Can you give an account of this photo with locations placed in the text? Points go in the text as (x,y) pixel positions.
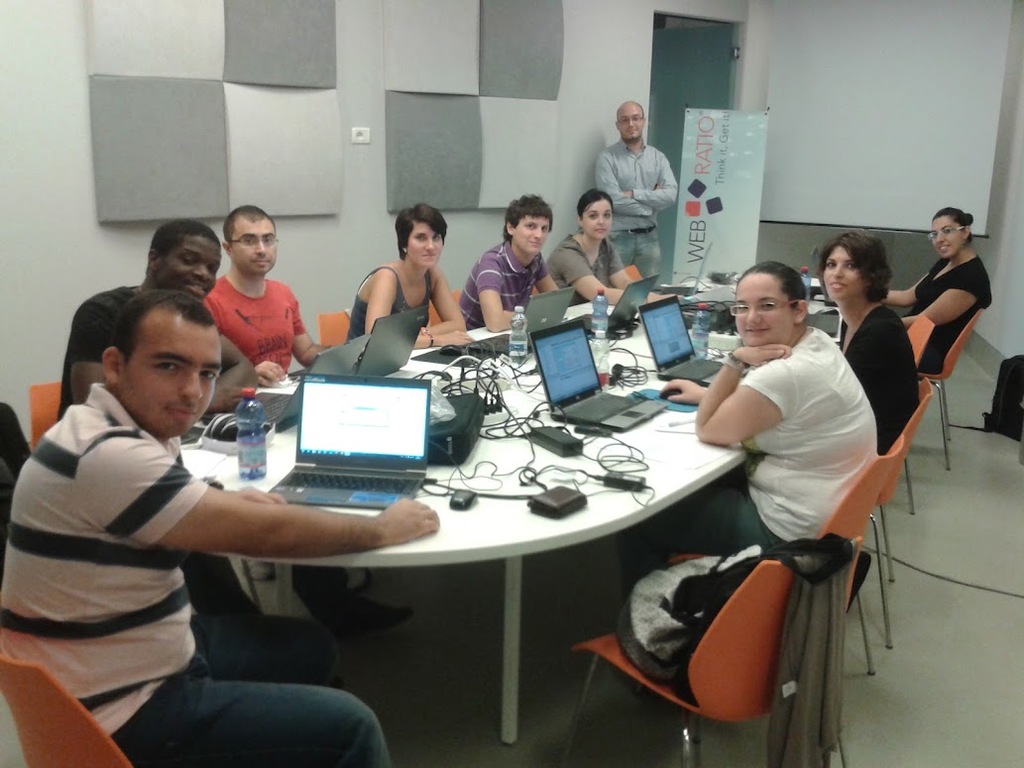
In this image we can see a few people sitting on the chairs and also we can see a person (643,232) standing and wearing spectacles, in front of them, we can see a table (500,457), on the table (517,445), we can see laptops (411,396), cables (500,436), bottles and some other objects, also we can see a bag (1000,415), projector (885,21), door (697,73), poster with some text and the wall (990,321).
